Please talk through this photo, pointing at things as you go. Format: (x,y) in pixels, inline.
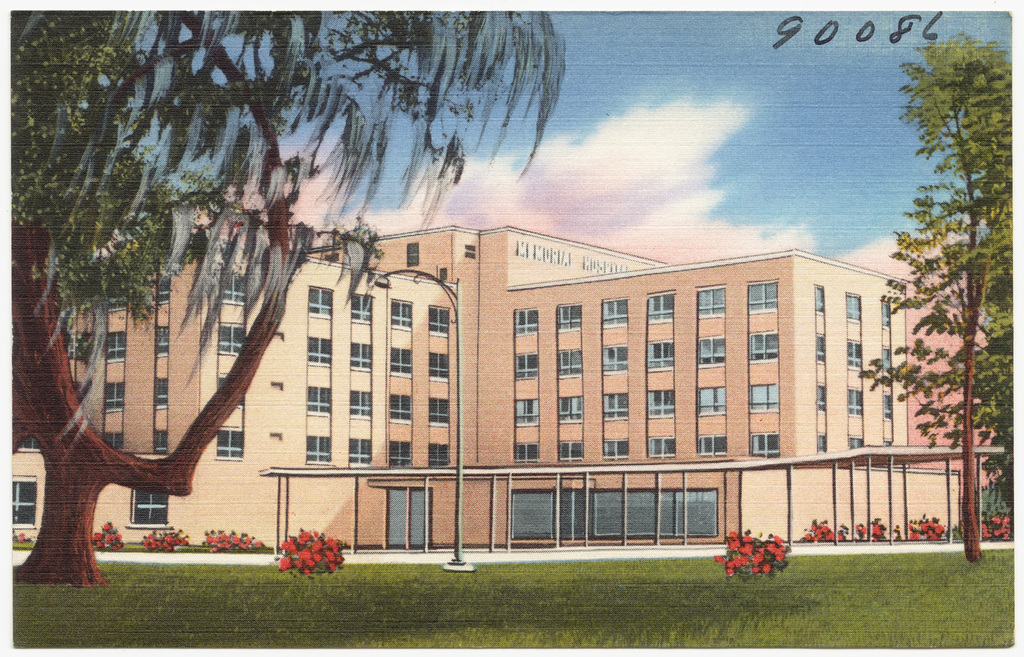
In the center of the image (496,388) there is a building (649,451). At the bottom (475,632) there are shrubs (746,556), grass (484,612) and pole (455,547). On the left (109,190) there is a tree (177,482). In the background (689,138) there is a sky (692,153).
